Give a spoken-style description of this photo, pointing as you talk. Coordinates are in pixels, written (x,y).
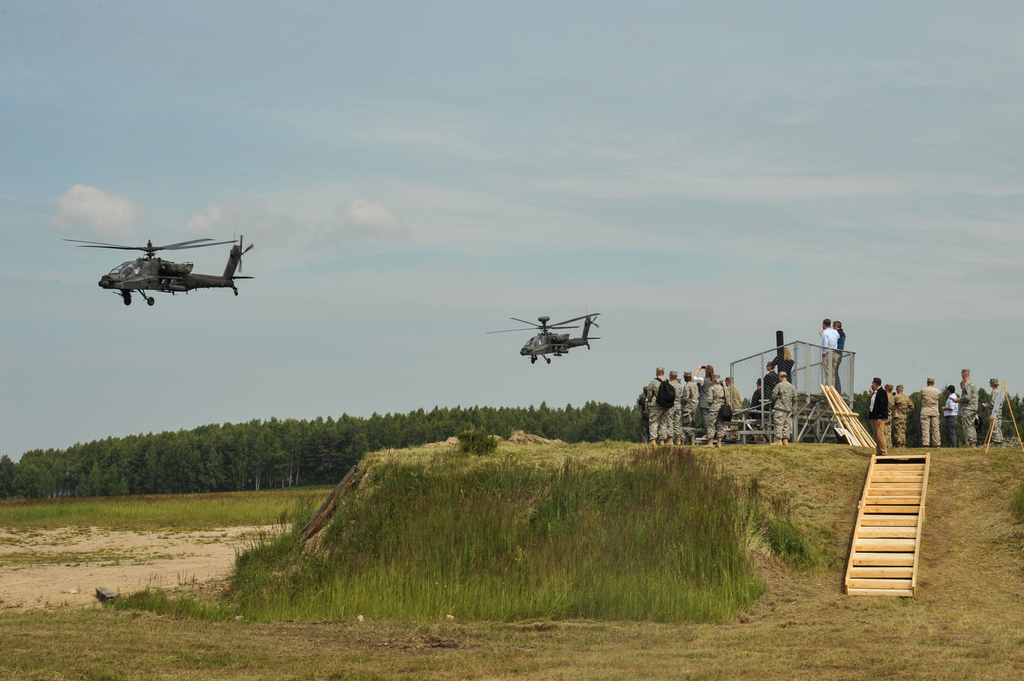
In this image we can see helicopters (113,271) flying in the air (79,127). Here we can see ground (738,666), grass (683,587), trees (471,408), people (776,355), steps (893,482), and few objects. In the background (416,216) there is sky (631,209) with clouds (770,167).
